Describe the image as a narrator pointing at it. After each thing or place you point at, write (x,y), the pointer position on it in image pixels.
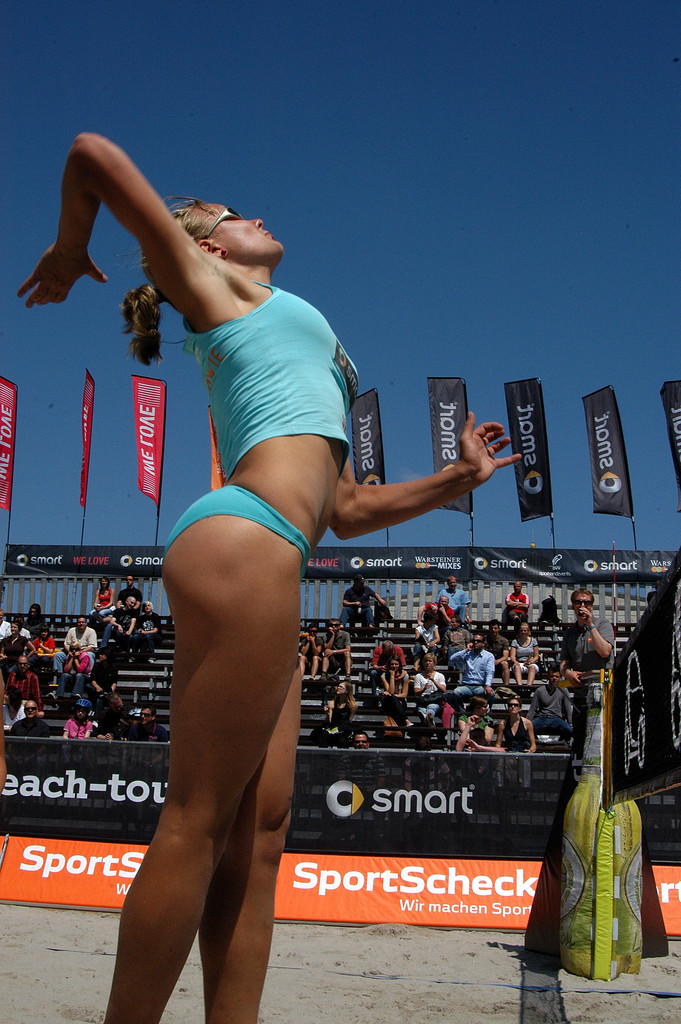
In this picture we can observe a woman (252,420) wearing blue color dress (242,356) and spectacles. She is standing on the land (78,925). In the background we can observe some people (464,722) sitting in the chairs (167,696). There are men (326,654) and women (16,704) in this picture. We can observe black color railing (138,793). There are some posters (360,433). In the background (644,453) there is a sky (399,161).
